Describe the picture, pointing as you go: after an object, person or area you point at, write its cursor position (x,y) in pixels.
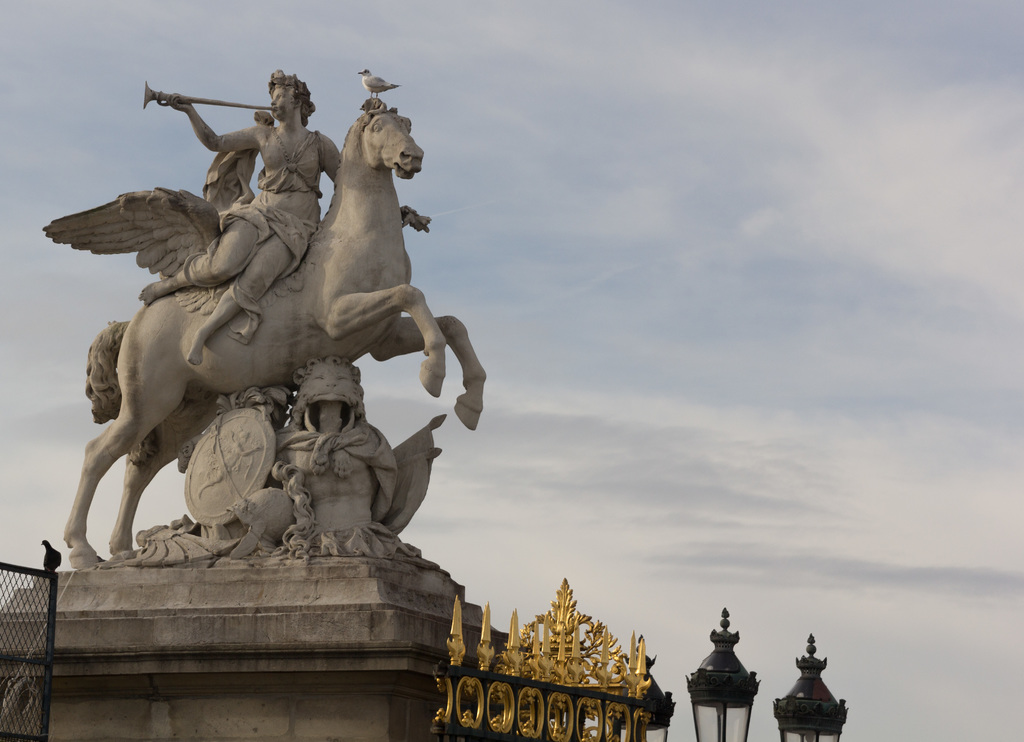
In this image we can see the statue (249,455), there are lights (652,705), there is a bird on the fencing (54,584), beside the lights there is an object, also we can see the sky (685,316).
